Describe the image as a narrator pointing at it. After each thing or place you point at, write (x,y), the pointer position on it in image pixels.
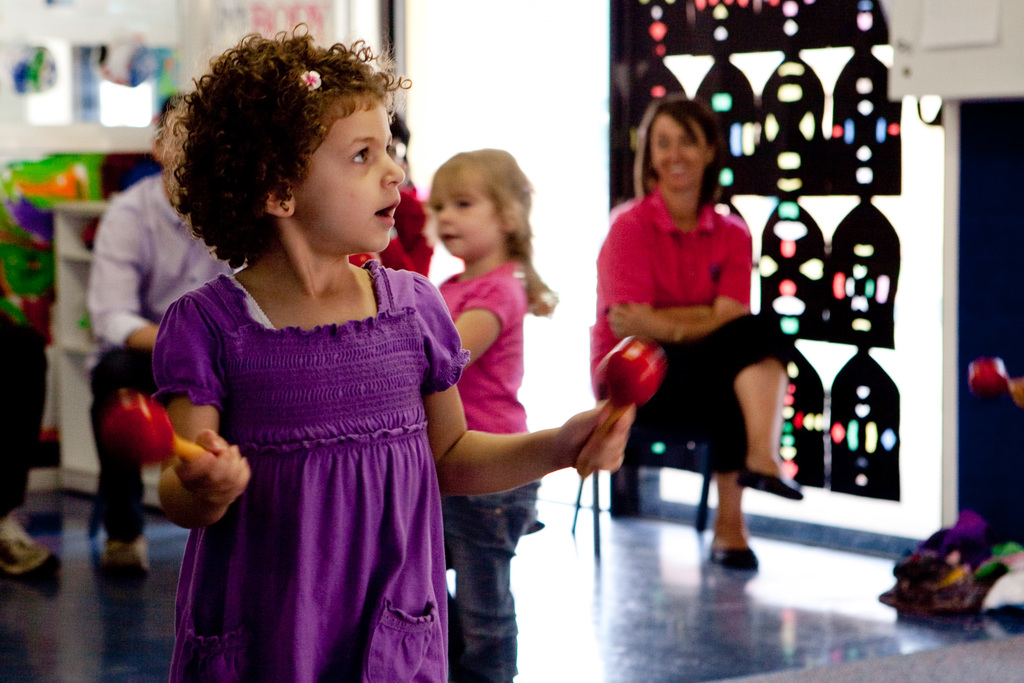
In this image we can see a girl (334,346) is standing and holding objects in her hands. In the background (733,575) we can see few persons (160,322) are sitting on the chairs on the floor (757,598) and kids (473,230) are standing on the floor (750,647) and we can see objects (644,38).
